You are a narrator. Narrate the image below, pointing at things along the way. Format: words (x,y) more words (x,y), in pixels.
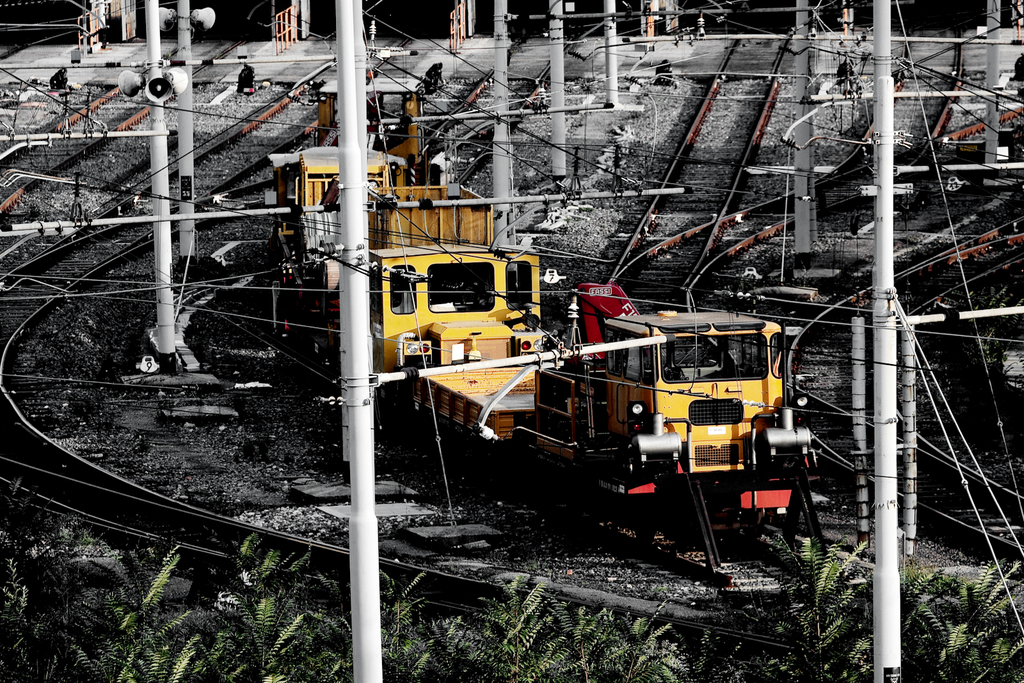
In the picture I can see a train (503,333) on a railway track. The train (600,472) is yellow in color. In the background (740,201) I can see poles (360,157) which has wires (301,290) attached to them, railway tracks (697,130), plants (264,681) and some other objects (426,534).
